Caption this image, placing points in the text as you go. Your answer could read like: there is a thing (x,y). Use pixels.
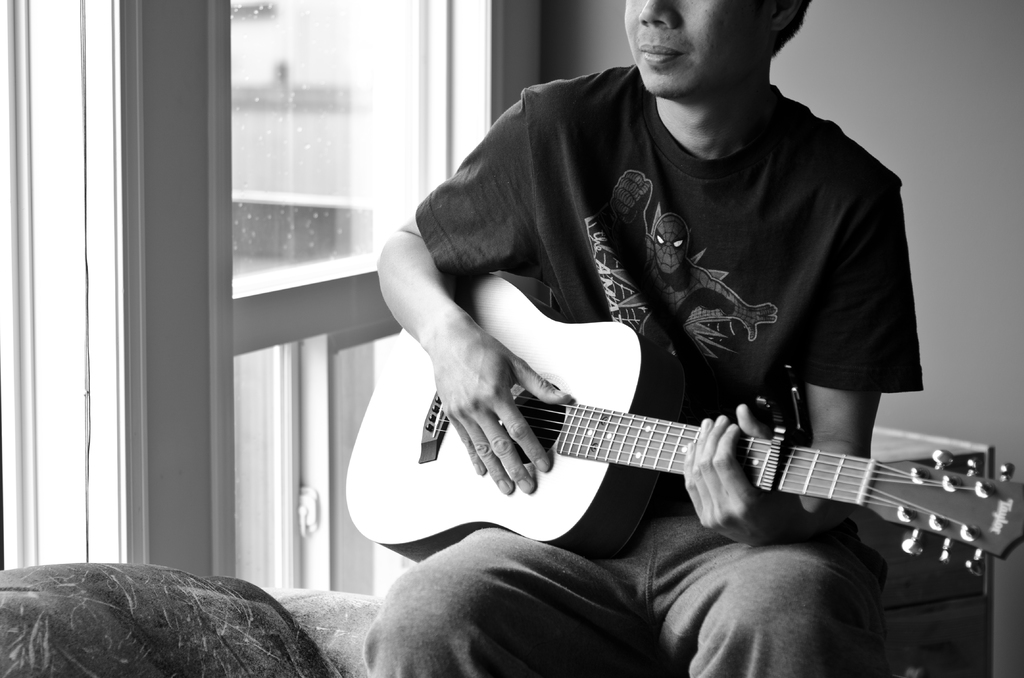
This is black & white picture. Here we can see a man (650,269) sitting and playing guitar (593,414). This is a wall (962,245).
